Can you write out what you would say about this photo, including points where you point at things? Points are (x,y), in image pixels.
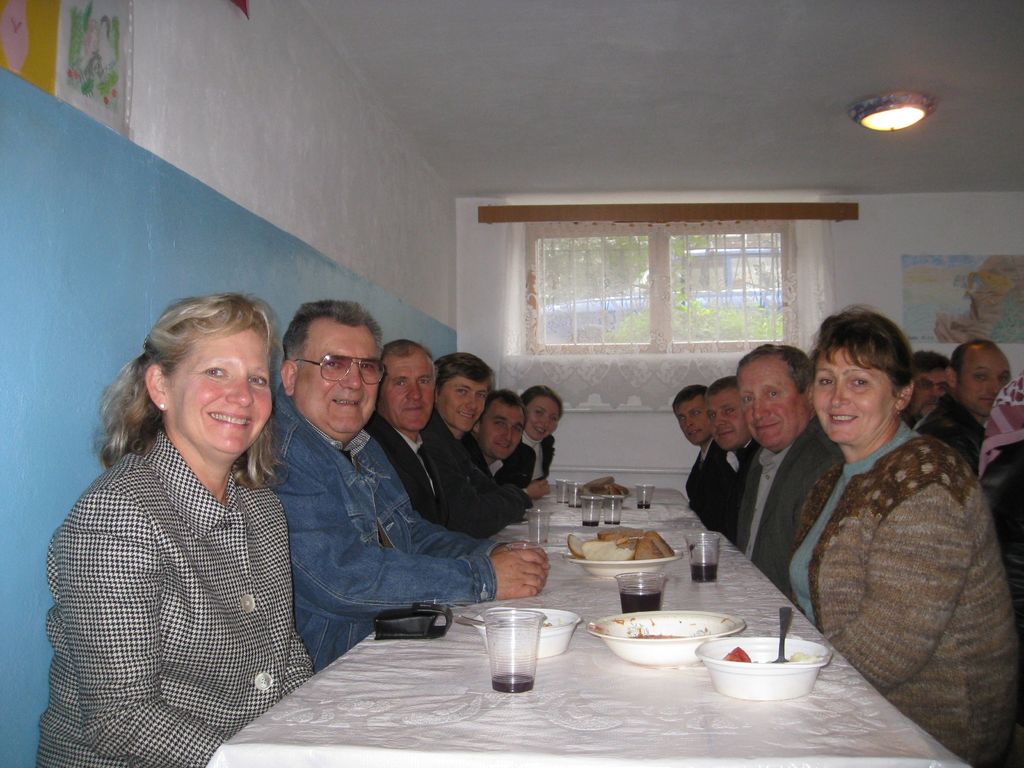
In this image i can see a group of people (531,448) are sitting on a chair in front of a table (584,671). On the table (570,586) we have few glasses (534,641) and a couple of objects (604,534) on it.
